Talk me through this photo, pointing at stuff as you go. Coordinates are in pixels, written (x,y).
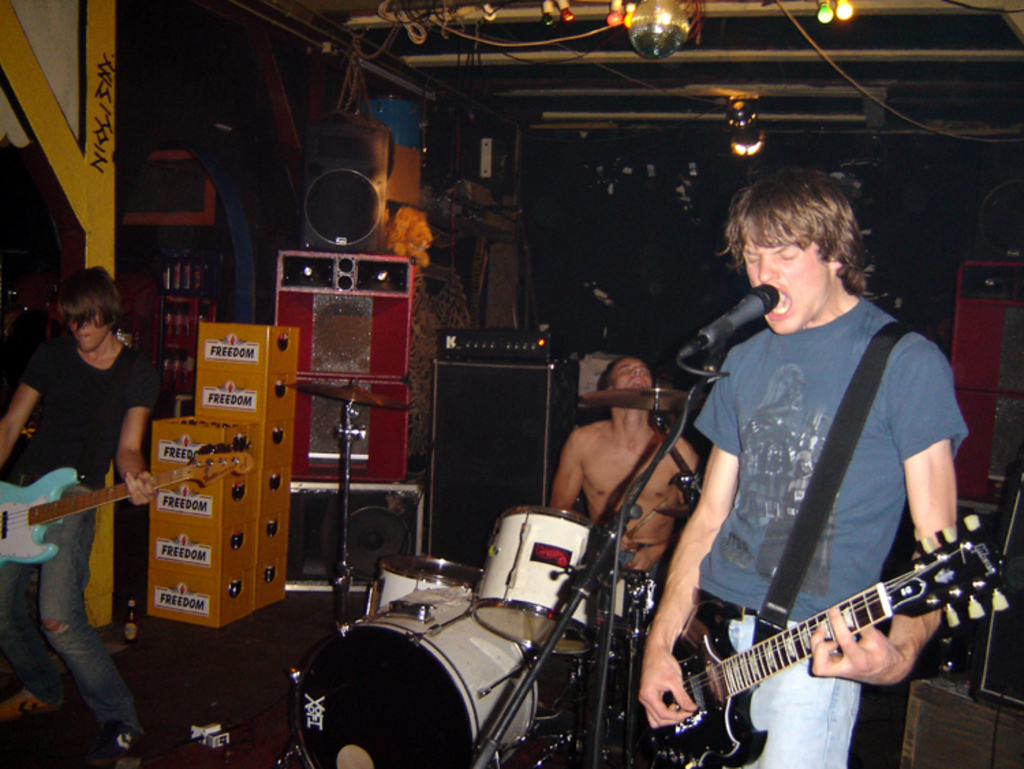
This picture shows two men (797,333) standing and playing guitar (783,650) and a man (808,293) standing and singing with the help of a microphone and a man (583,473) seated and playing drums (539,516).
